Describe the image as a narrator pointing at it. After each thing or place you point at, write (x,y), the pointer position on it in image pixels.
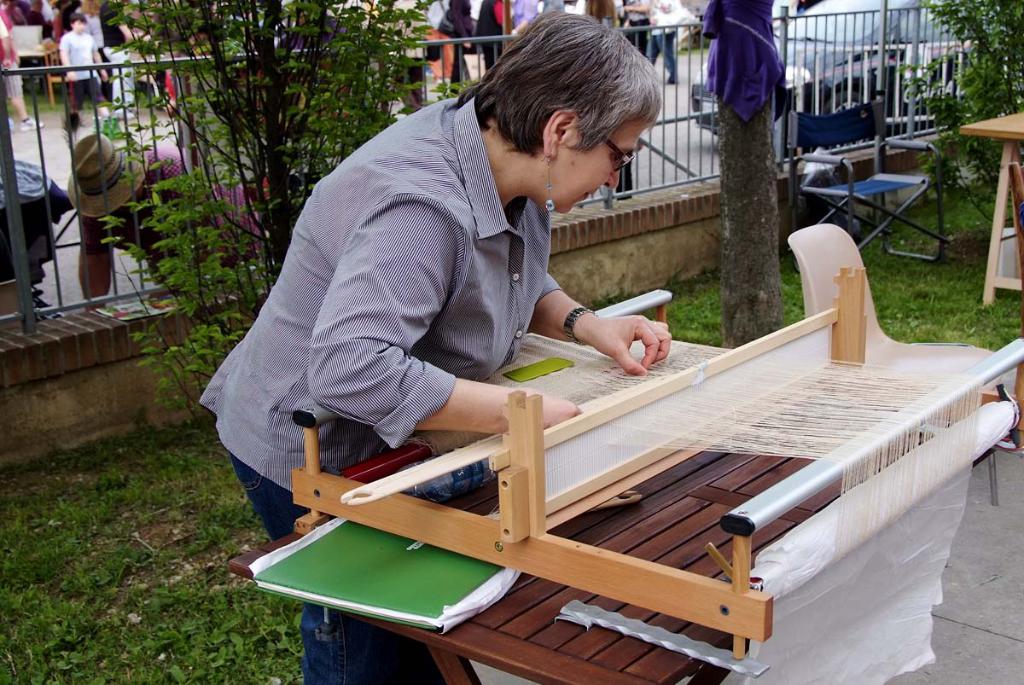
Here we see a woman (611,318) standing and weaving wool (976,392) we see some trees (405,45), a chair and people (460,4) standing on the road (49,141).
